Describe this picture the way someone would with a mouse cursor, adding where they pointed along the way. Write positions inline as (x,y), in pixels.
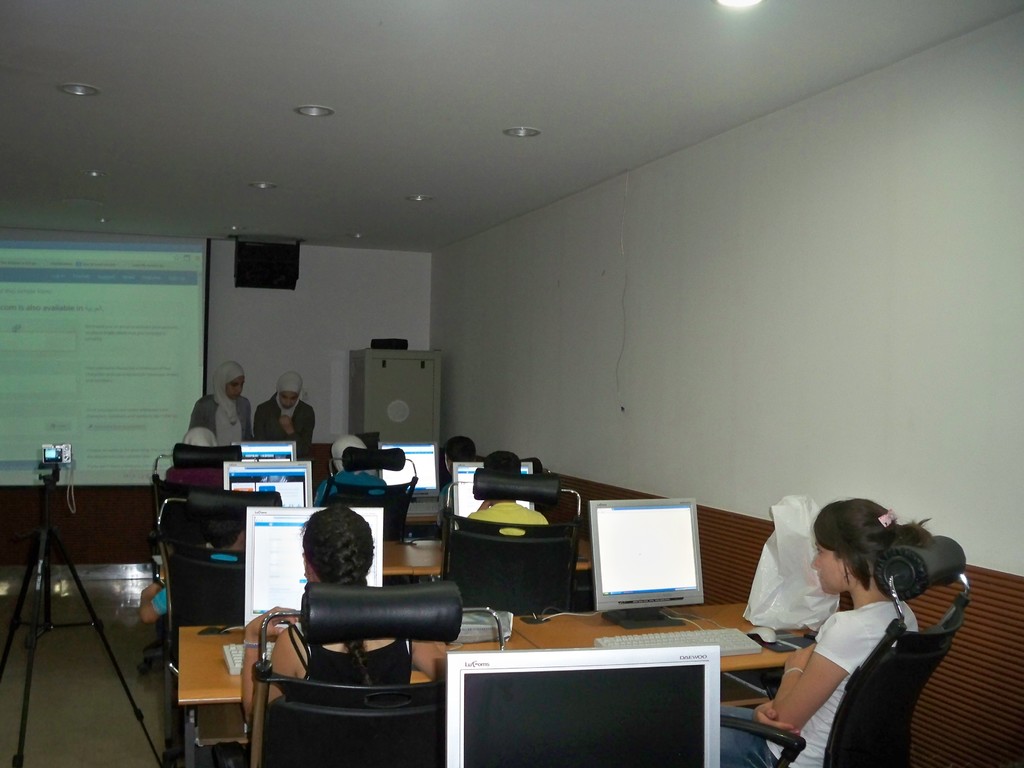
In this image we can see the inner view of a room (843,341) and there are some people (806,764) sitting on chairs (928,664) and there is a tables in front of them and on the table (562,636) we can see monitors (412,482), keyboards (417,511) and some other objects (470,615). In the background (61,260), we can see the projector screen (117,363) and there are two persons (294,432) standing. On the left side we can see a camera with tripod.
